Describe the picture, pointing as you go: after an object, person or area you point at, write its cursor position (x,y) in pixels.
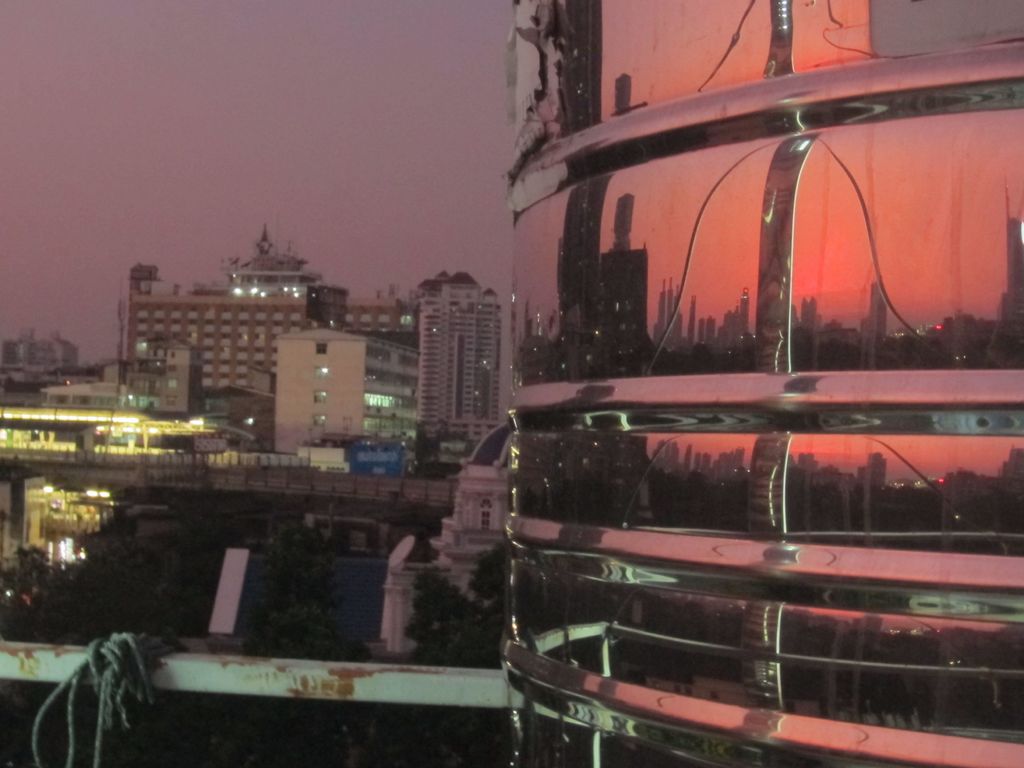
In this image we can see a metal tank (598,404). On the tank (602,176) there are reflections (722,333) of buildings (735,343). In the background (116,408) there are many buildings (259,428). Also there are lights (251,417). And there is sky (222,185).
